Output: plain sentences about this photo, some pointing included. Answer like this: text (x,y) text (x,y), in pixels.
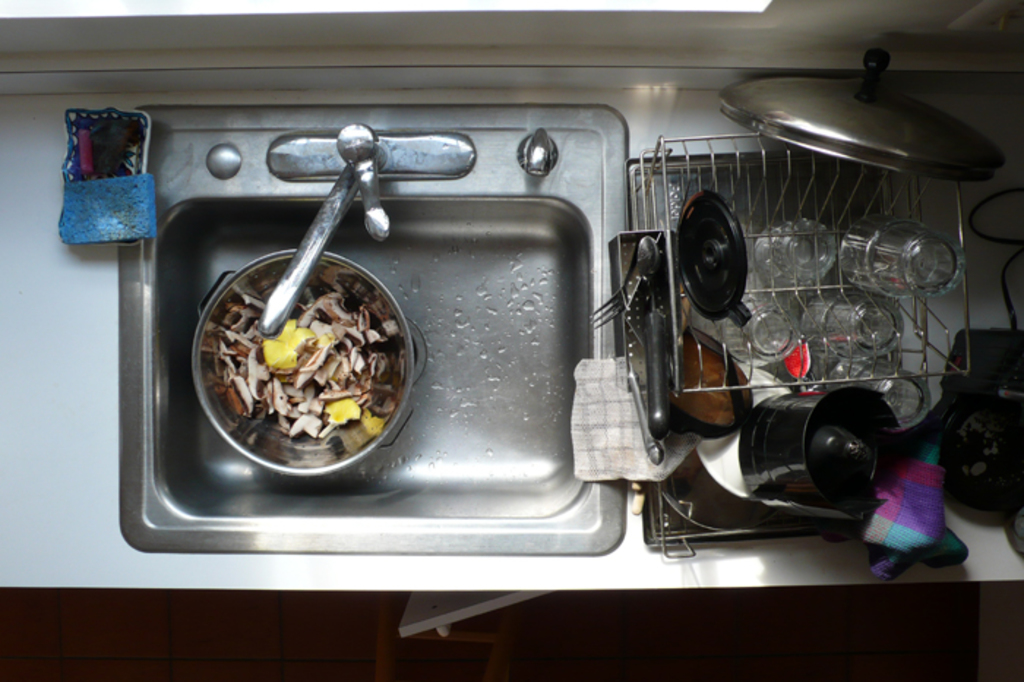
In the picture we can see a sink (602,166) with a tap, in the sink (525,503) we can see a bowl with some things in it and beside the sink (538,515) we can see a sponge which is blue in color and to the other side we can see some glasses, plates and pans (674,418) in the stand (818,533) and we can also see a cloth (616,469).
